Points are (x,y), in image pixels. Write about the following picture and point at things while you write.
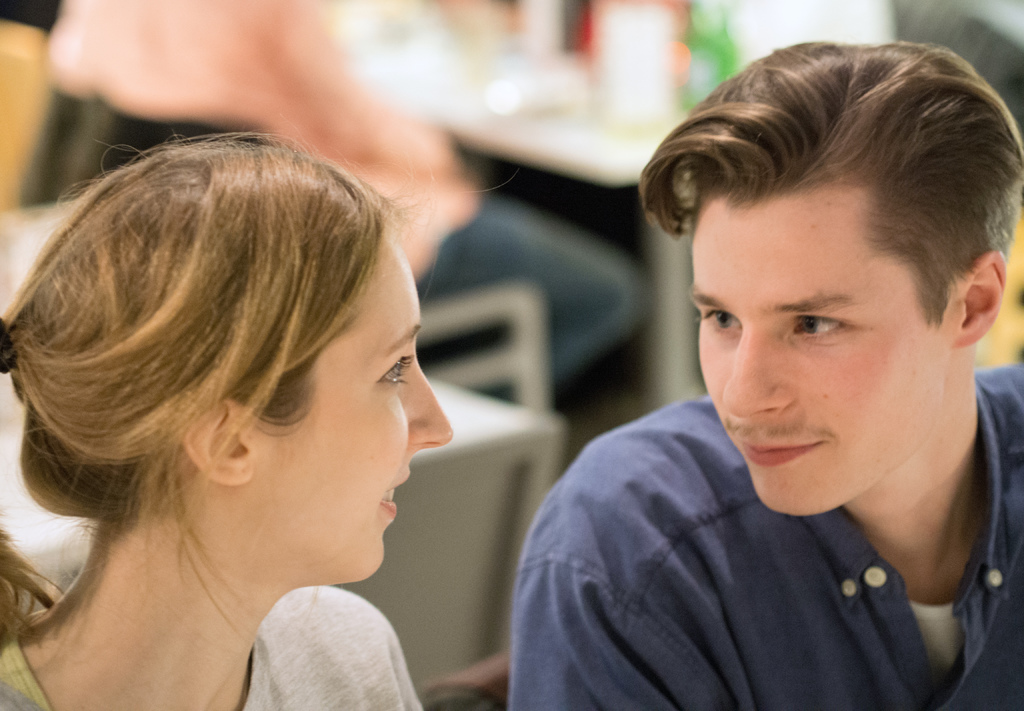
In this image, on the right side (836,516), we can see a man (873,518) wearing a blue color shirt (521,689). On the left side (303,635), we can see a woman (274,696) wearing a gray color shirt (283,692). In the background (319,114), we can see a person (374,126) sitting on the chair (540,297) in front of the table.
